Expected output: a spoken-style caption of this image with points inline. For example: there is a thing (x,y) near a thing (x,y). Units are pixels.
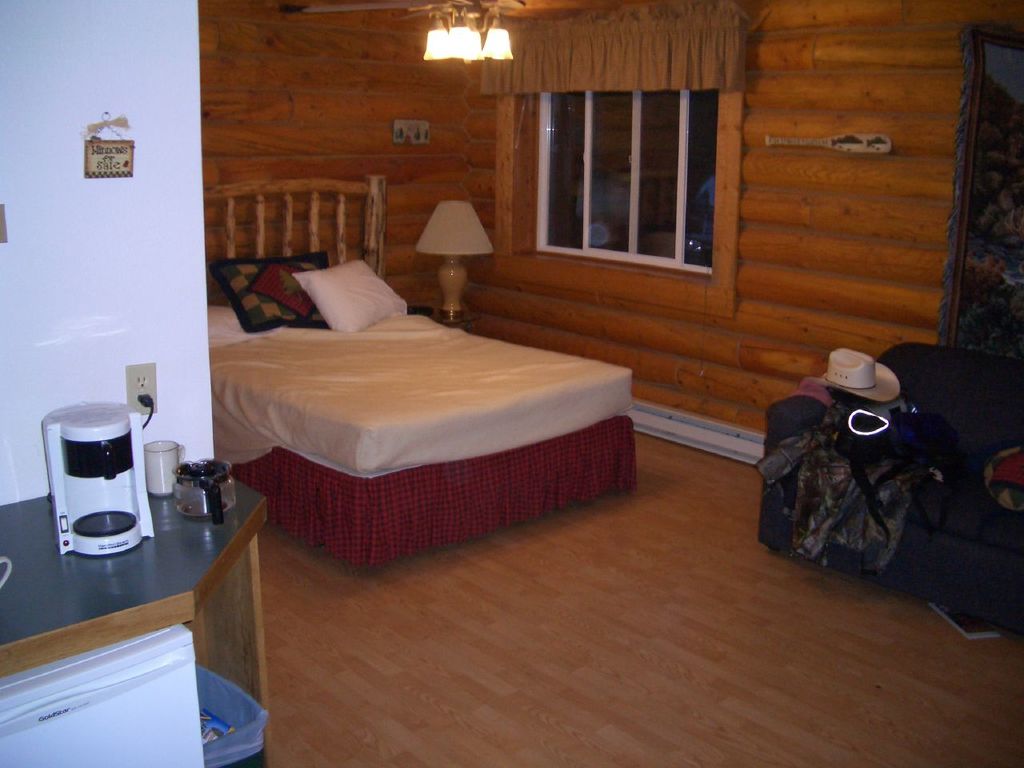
In this image, we can see an inside view of a room (665,157). There is a bed (362,451) in the middle of the image (443,358) beside the window (545,242). There is a light (457,49) at the top of the image (502,42). There is a hat (865,386) on the sofa (992,419) which is on the right side of the image (953,419). There is a counter top (193,594) in the bottom left of the image (134,583) contains a glass (171,471), jar (199,480) and flask (97,518). There is a banner (991,102) in the top right of the image (996,200).
